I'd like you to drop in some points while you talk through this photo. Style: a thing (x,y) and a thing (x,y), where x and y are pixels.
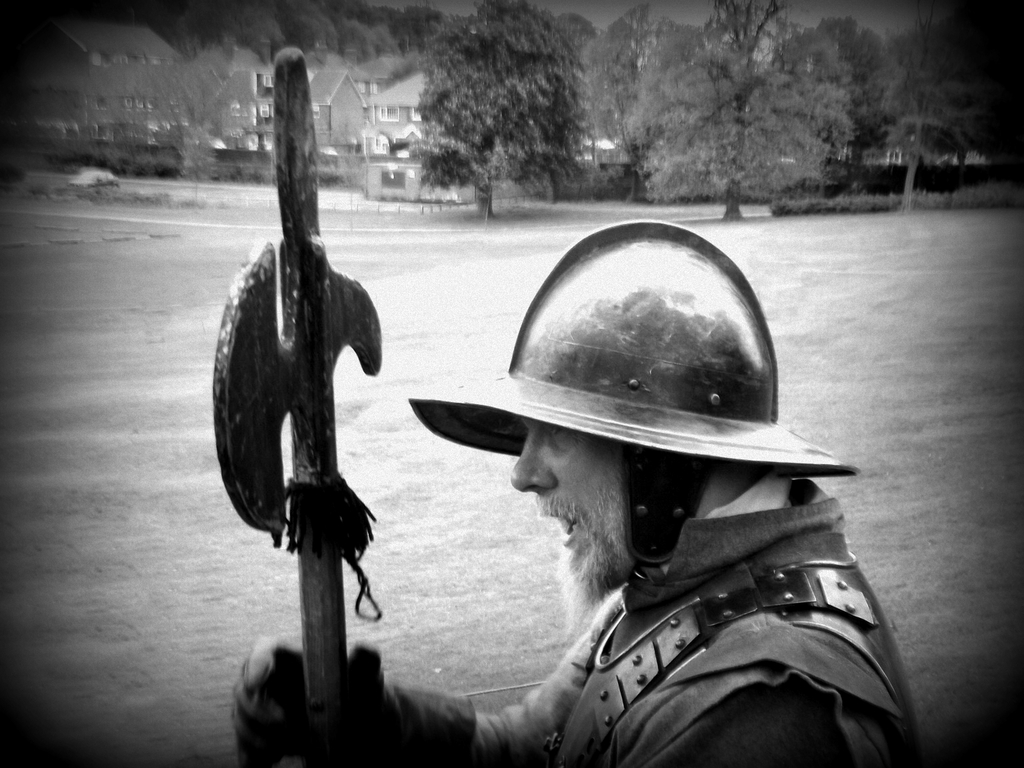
In the middle of the image (535,309) a man (264,664) is standing and holding an axe (339,689). Behind him there is grass (376,568). At the top of the image (59,85) there are some trees (698,36) and buildings (35,111) and there is a vehicle (105,181).
